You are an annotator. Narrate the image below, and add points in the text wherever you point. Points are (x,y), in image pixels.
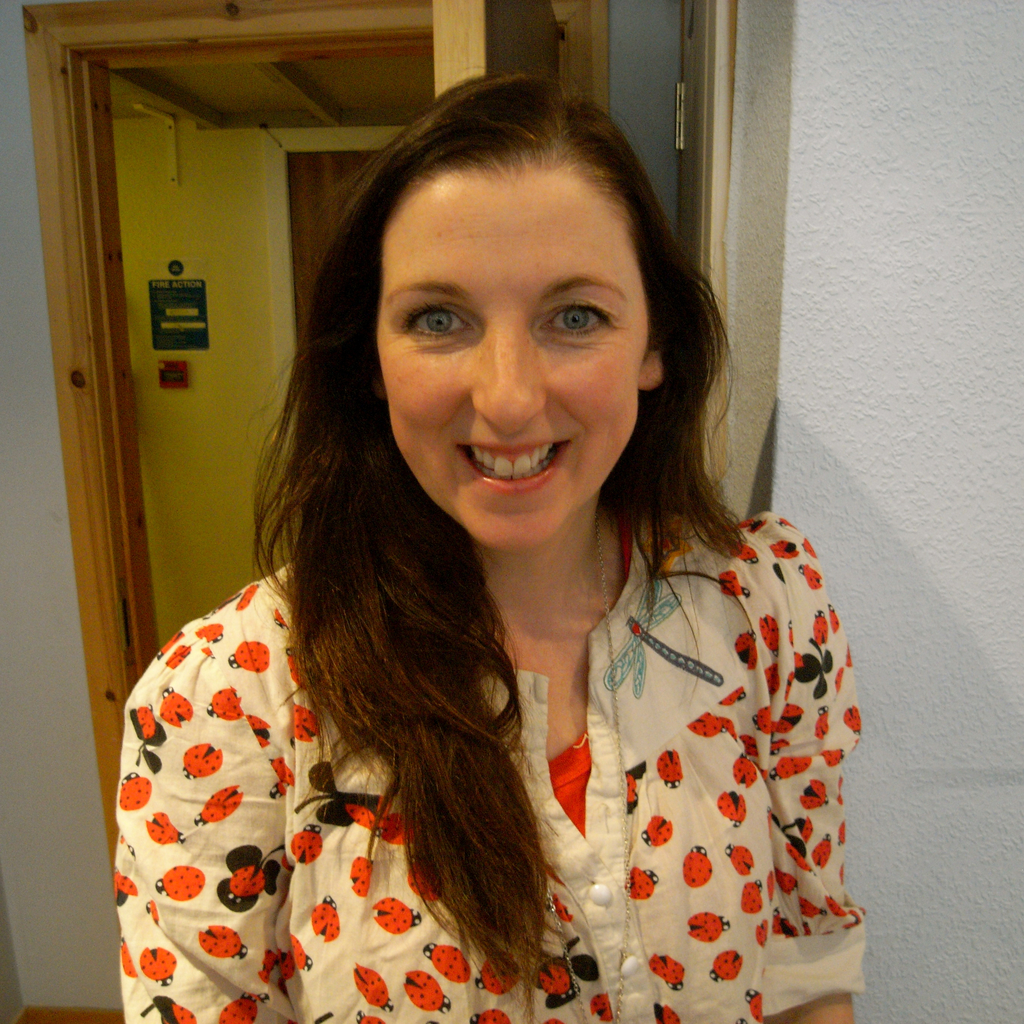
In this image there is a woman (636,719) in the middle (611,472). In the background (316,161) there is a door (295,195) near the wall (237,244). On the wall (234,216) there is a fire alarm (177,372).
